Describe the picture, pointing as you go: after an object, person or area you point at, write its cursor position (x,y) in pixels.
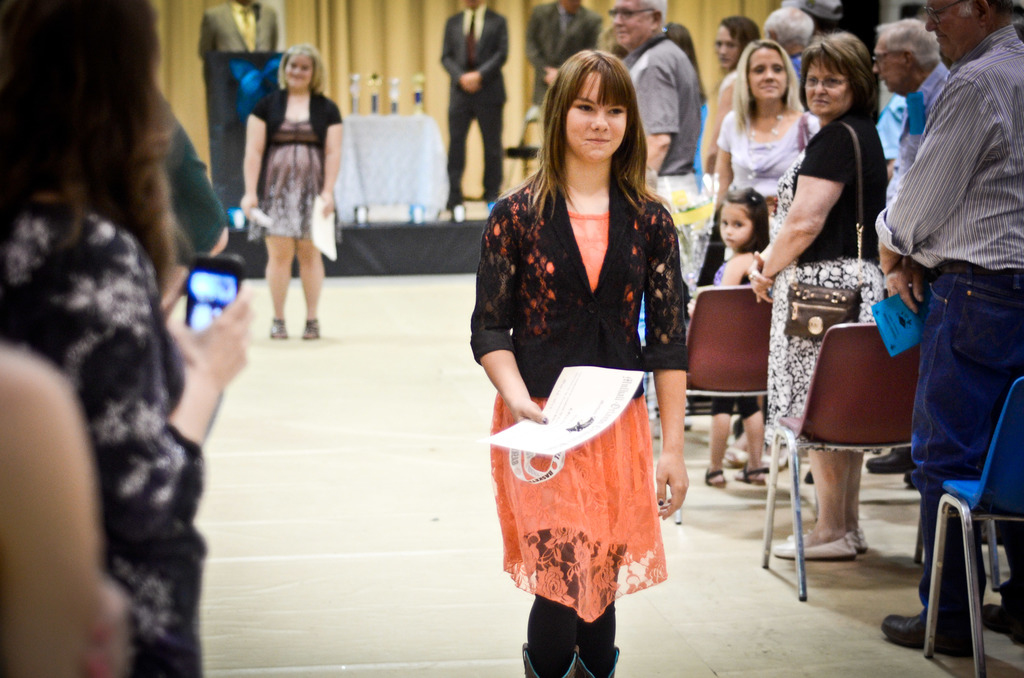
In the image in the middle (540,373) there is a woman (584,354) her hair (637,136) is long she is walking she holds a paper (556,407). On the right (808,184) there are many people (795,166) standing and looking towards her. In the background (376,168) there is a table (376,135), curtain (384,97), bottles (374,98) and some people (331,125). On the left (125,548) there are some people (155,297).
